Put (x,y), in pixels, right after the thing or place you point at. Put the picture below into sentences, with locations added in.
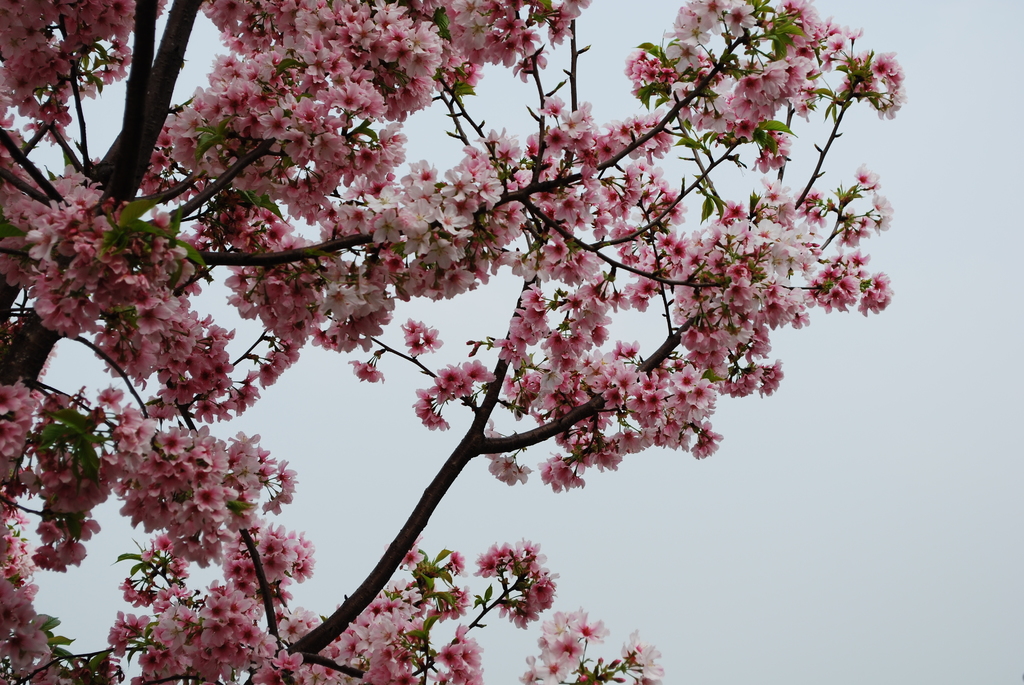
There are many flowers (367,195) on the tree (255,483) which are pink and white in color.
